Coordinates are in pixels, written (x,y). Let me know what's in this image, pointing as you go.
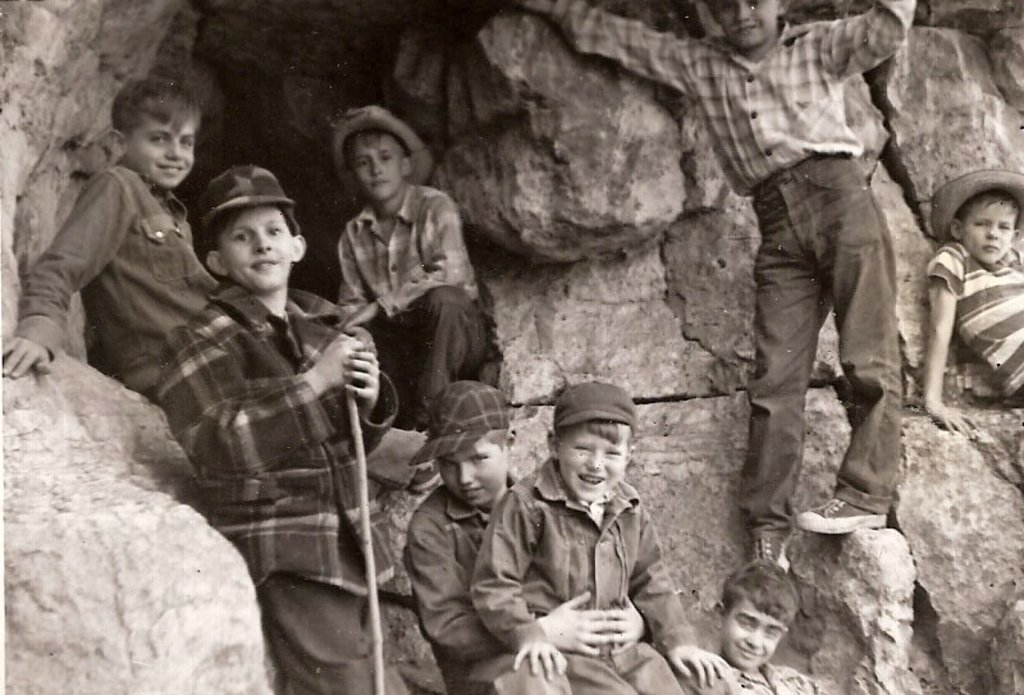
This is a black and white pic. Here we can see few kids (180,251) are sitting and standing on the stones (936,512) and few of them wore caps (460,437) on their heads (398,175) and a kid (318,669) is holding a stick (360,434) in his hands (355,369).
